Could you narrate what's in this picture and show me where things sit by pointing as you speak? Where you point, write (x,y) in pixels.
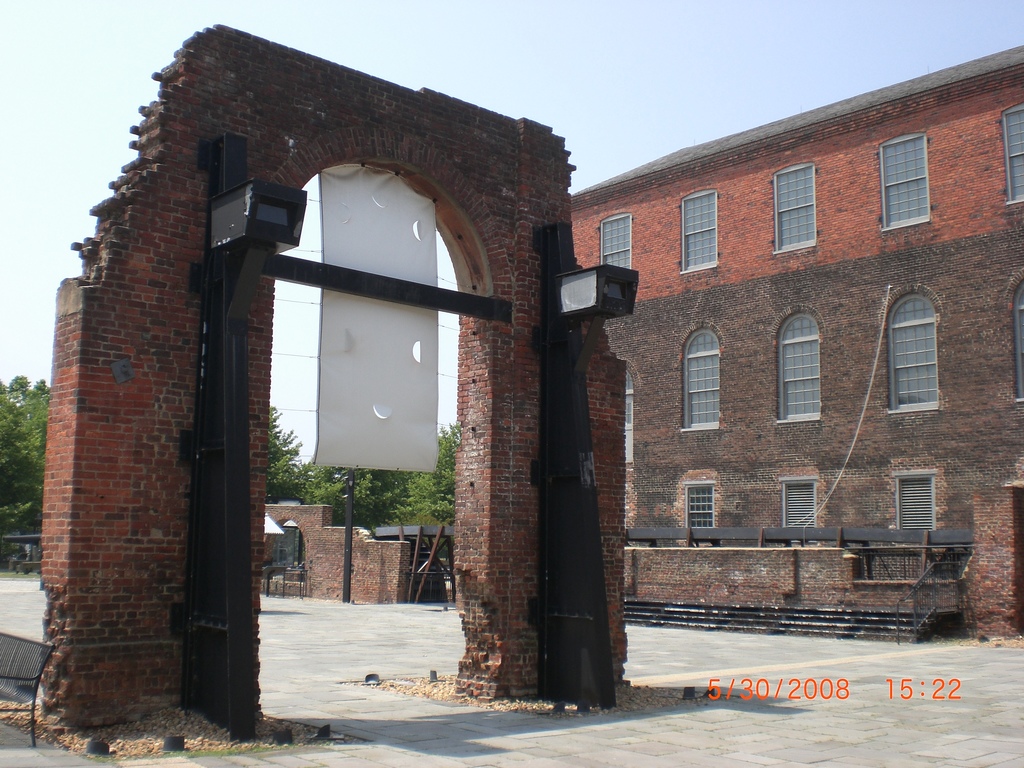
In this picture we can see arch (483,663), poles (223,403), banner (355,221), walls (381,546), ground (76,767), chair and objects (37,564). In the background of the image (772,463) we can see buildings (933,271), windows (900,306), trees (429,488) and sky (724,40).
